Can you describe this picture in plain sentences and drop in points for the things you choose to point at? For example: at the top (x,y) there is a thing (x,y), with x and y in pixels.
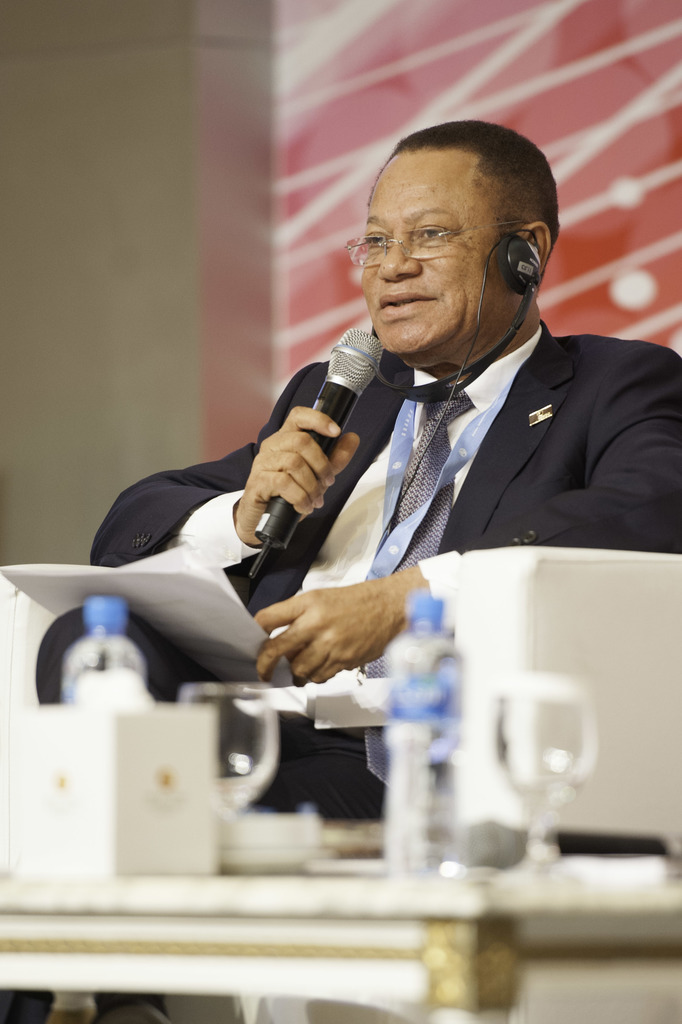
In the picture there is a man (576,460) sitting on couch (586,608). He is wearing a suit (567,439) and holding microphone (362,381) in his right hand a paper (212,570) in his left hand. He is also wearing headset (526,273) and spectacles (432,234). In front of him there is a table (290,887) and on the table (272,873) there are bottles (403,768) and glasses (566,777). In the background (291,260) there is wall (141,187).
